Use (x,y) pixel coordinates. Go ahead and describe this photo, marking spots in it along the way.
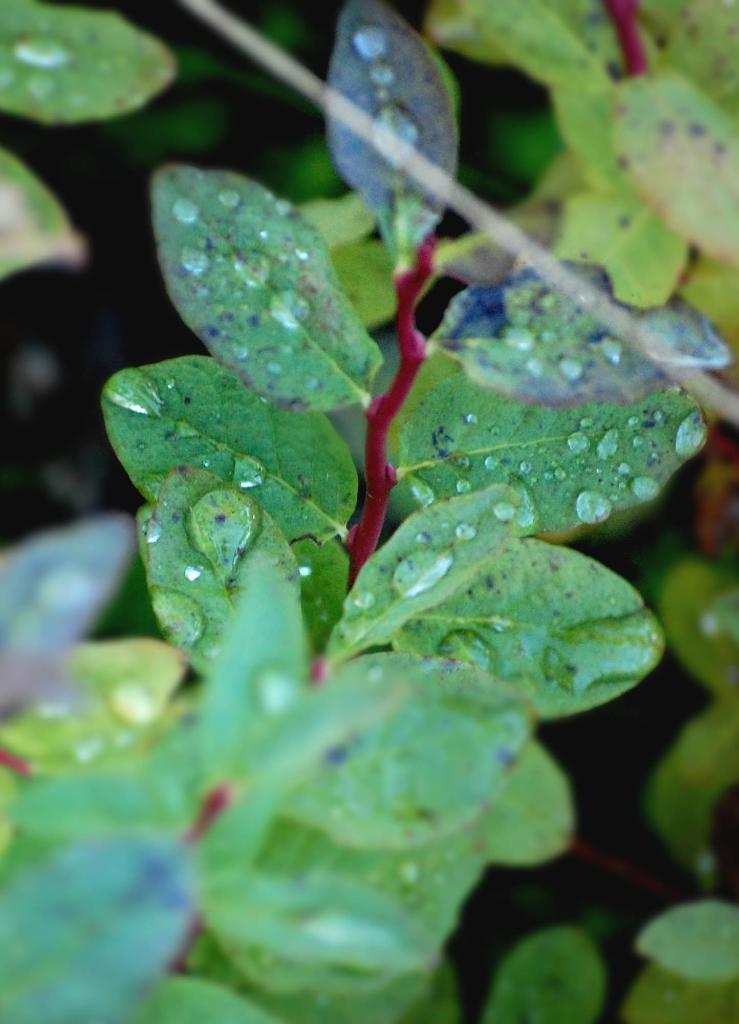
In this image I can see a tree (450,393) which is red and green in color and I can see few water drops (219,532) on the leaves (246,573) of the tree (220,472).
